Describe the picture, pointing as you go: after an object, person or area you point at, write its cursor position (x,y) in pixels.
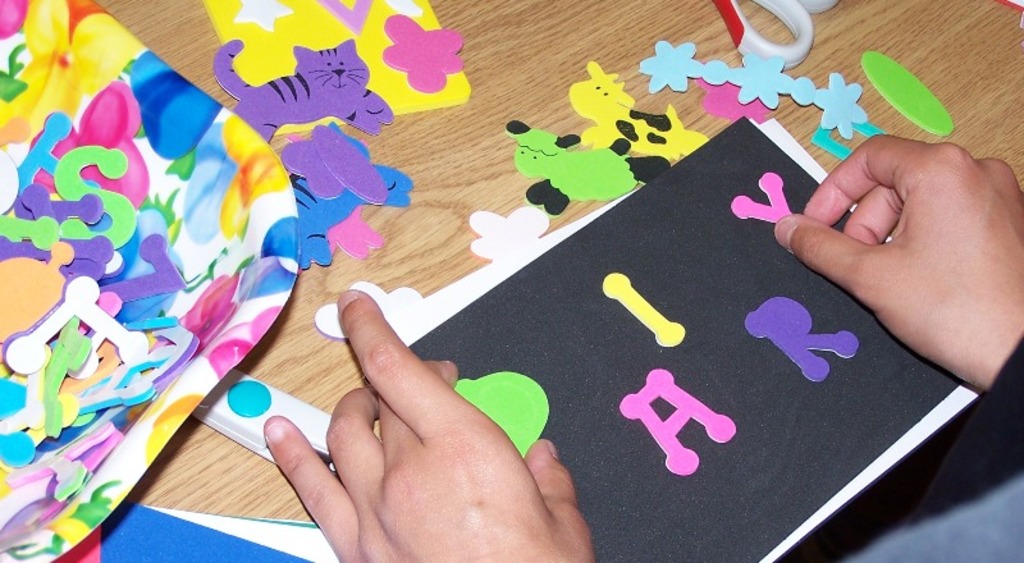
In this image we can see paper toys (367,185) on the wooden surface (396,273). There are person's hand (354,460).
